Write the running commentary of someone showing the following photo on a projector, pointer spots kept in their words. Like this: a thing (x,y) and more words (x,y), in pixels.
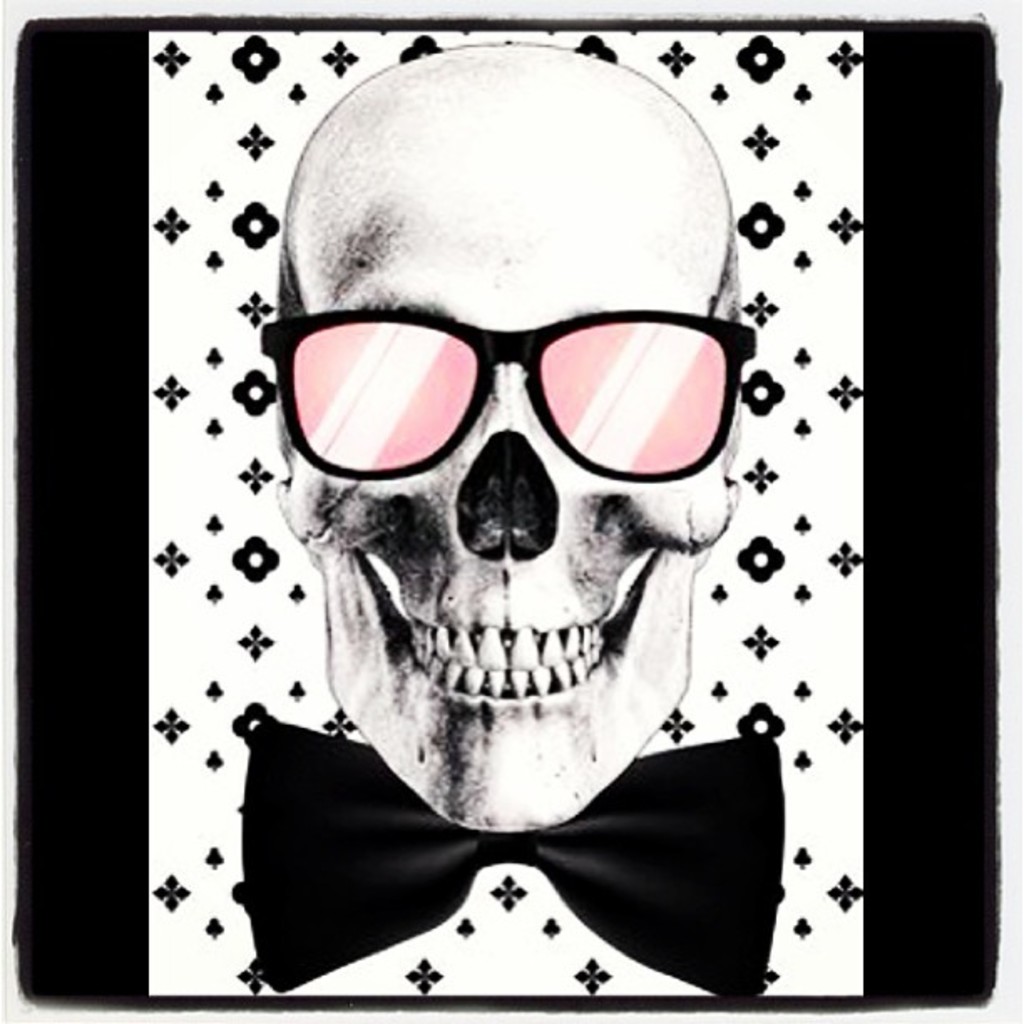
In this image we can see the picture (483,573) of a skull (488,600) wearing the glasses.
